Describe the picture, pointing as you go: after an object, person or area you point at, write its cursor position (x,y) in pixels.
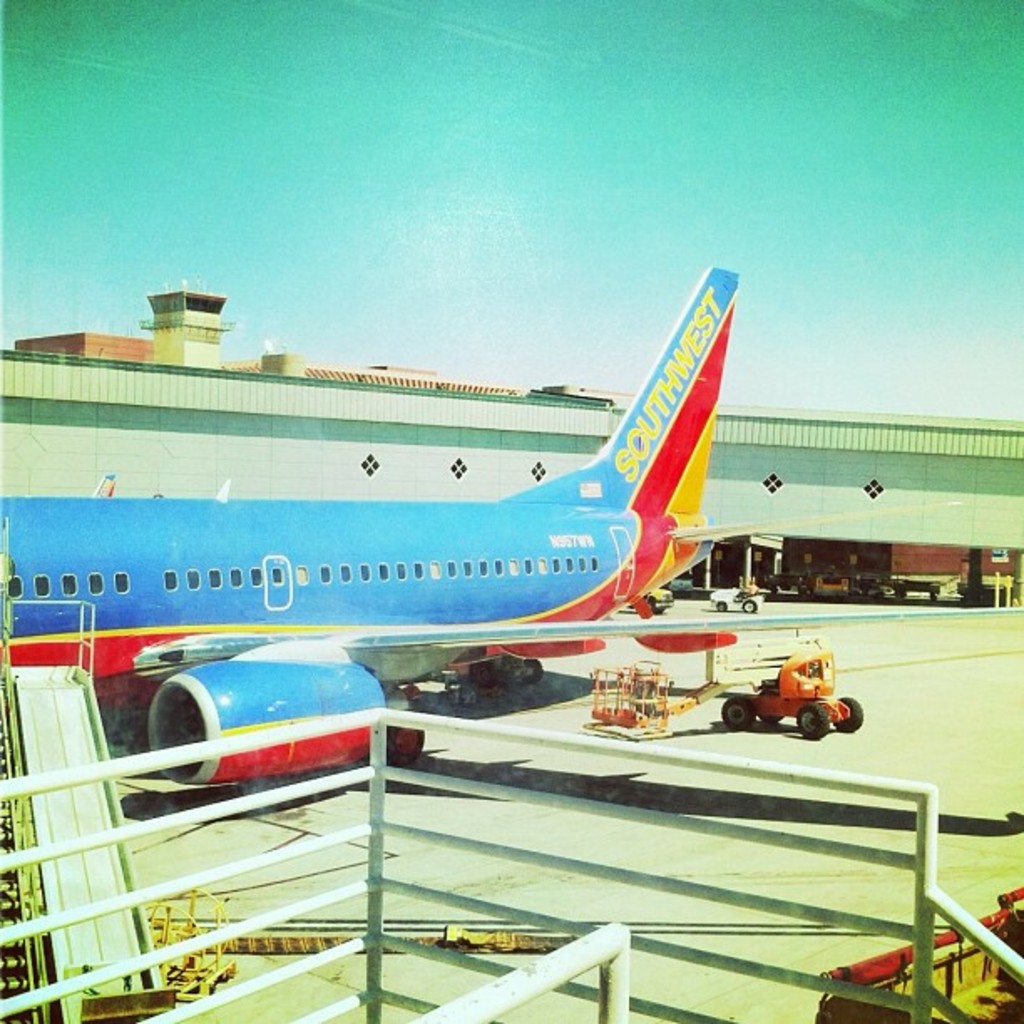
In the image we can see there is an aeroplane (387,539) standing on the ground (443,762) and there are other vehicles (840,721) on the ground (934,676). There are stairs stand (108,809) and behind there is a building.
